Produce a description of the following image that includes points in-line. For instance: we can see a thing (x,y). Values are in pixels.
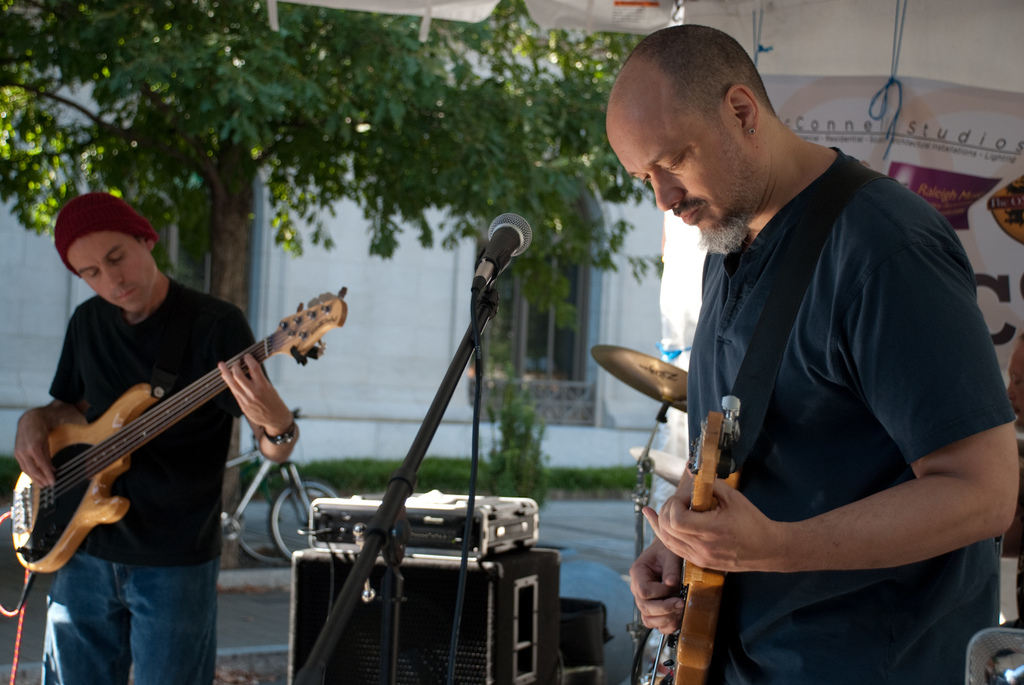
In this image we can see these two persons (62,396) are holding a guitar (725,411) in their hands (742,507) and playing it. There is a mic (489,280) in front of the person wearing blue t shirt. In the background (356,625) we can see drums (658,386), speaker box (442,609), banner (983,189), trees (502,115) and building (455,248).
